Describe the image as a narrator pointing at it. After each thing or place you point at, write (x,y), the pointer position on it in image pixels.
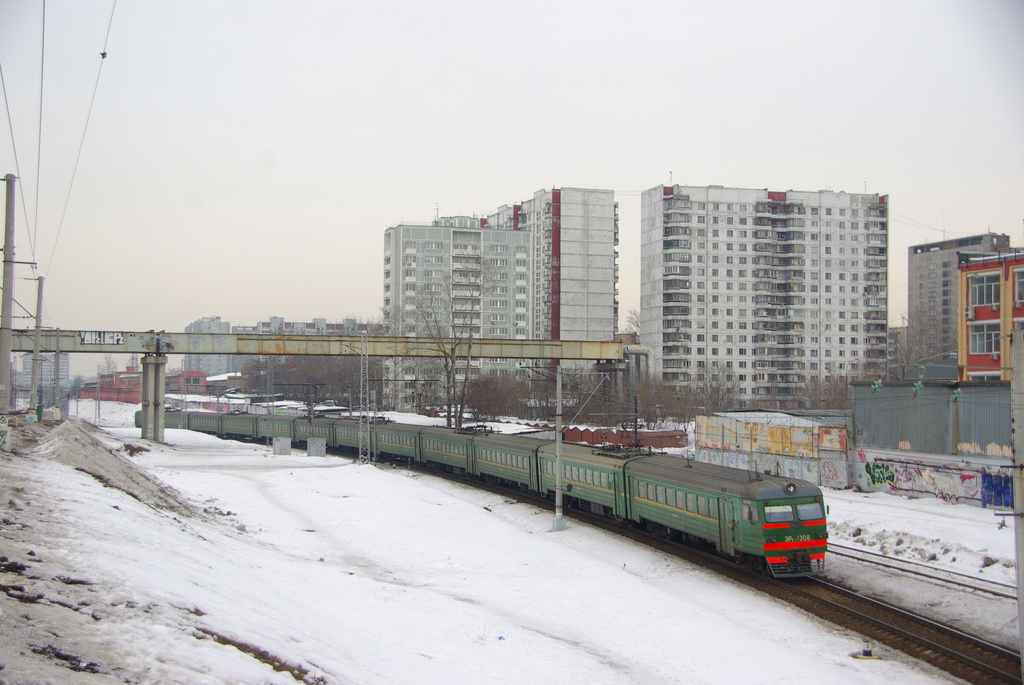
In this image I can see the train (704,510) on the track (895,608) and I can also see the snow (978,615) in white color. The train (728,535) is in green and red color. In the background (550,268) I can see few buildings (739,290) in white, red and yellow color and I can see few electric poles (9,266). In the background (388,205) the sky (354,78) is in white color.
